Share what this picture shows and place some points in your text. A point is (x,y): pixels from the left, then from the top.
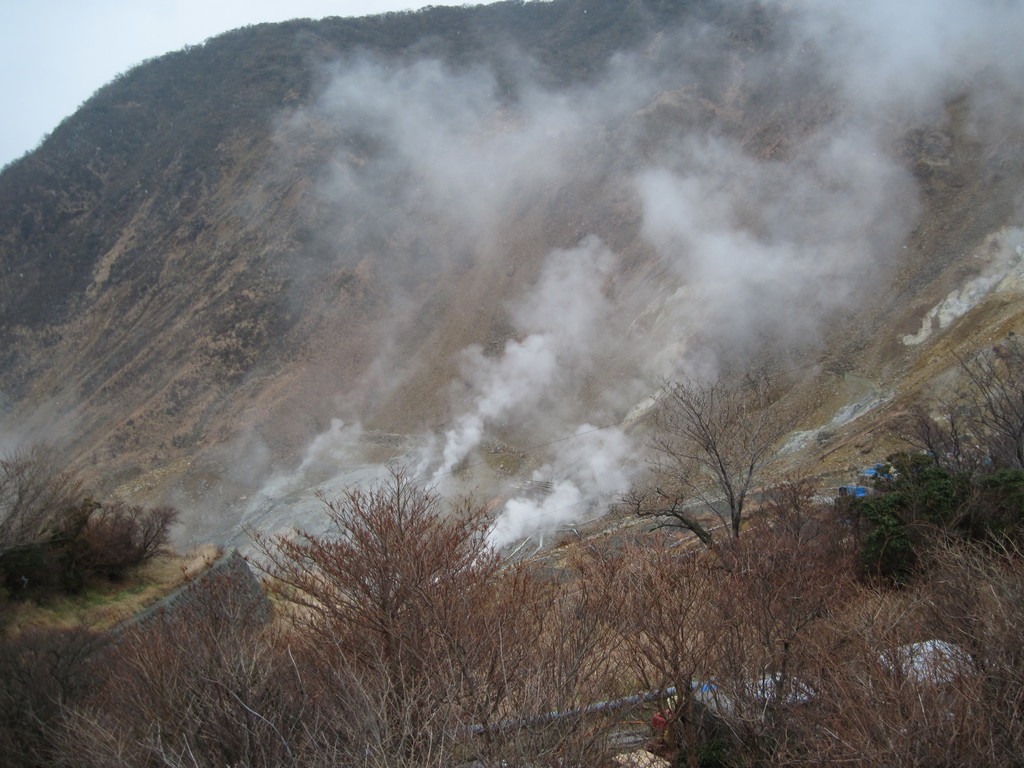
In this picture we can see trees (545,617) and some objects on the ground (750,513), here we can see smoke (610,467) and we can see sky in the background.
